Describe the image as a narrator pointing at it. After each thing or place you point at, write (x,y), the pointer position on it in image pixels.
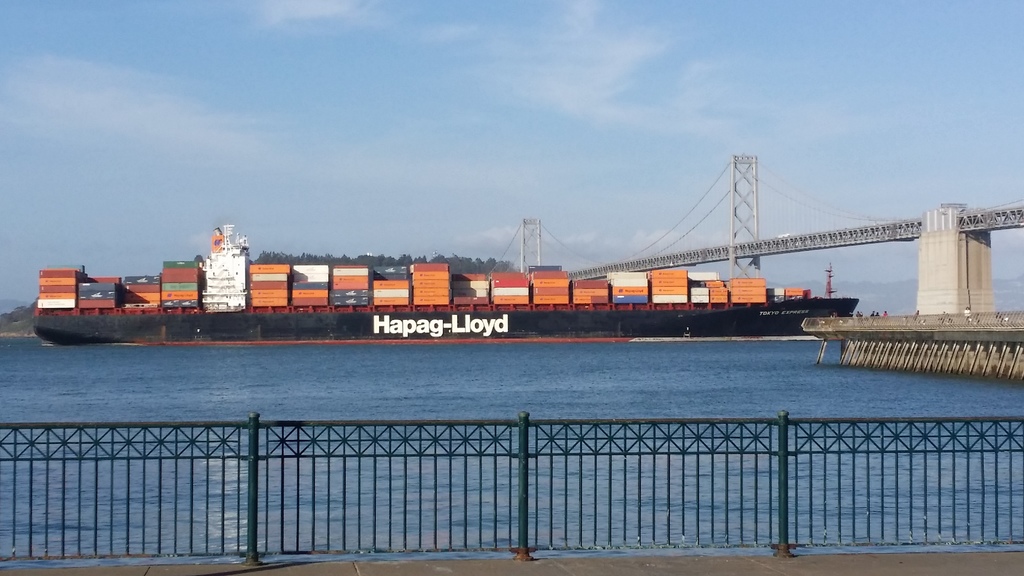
In the foreground of the picture (652,457) I can see the metal grill fence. In the background (266,375), I can see the ocean (266,375) and there is a ship (350,332) in the water (259,364). I can see the containers (679,285) in the ship (530,321). I can see a few people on the right side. There is a bridge construction (840,235) on the right side (805,238). There are clouds (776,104) in the sky (652,152). In the background (412,255), I can see the trees (329,265).
